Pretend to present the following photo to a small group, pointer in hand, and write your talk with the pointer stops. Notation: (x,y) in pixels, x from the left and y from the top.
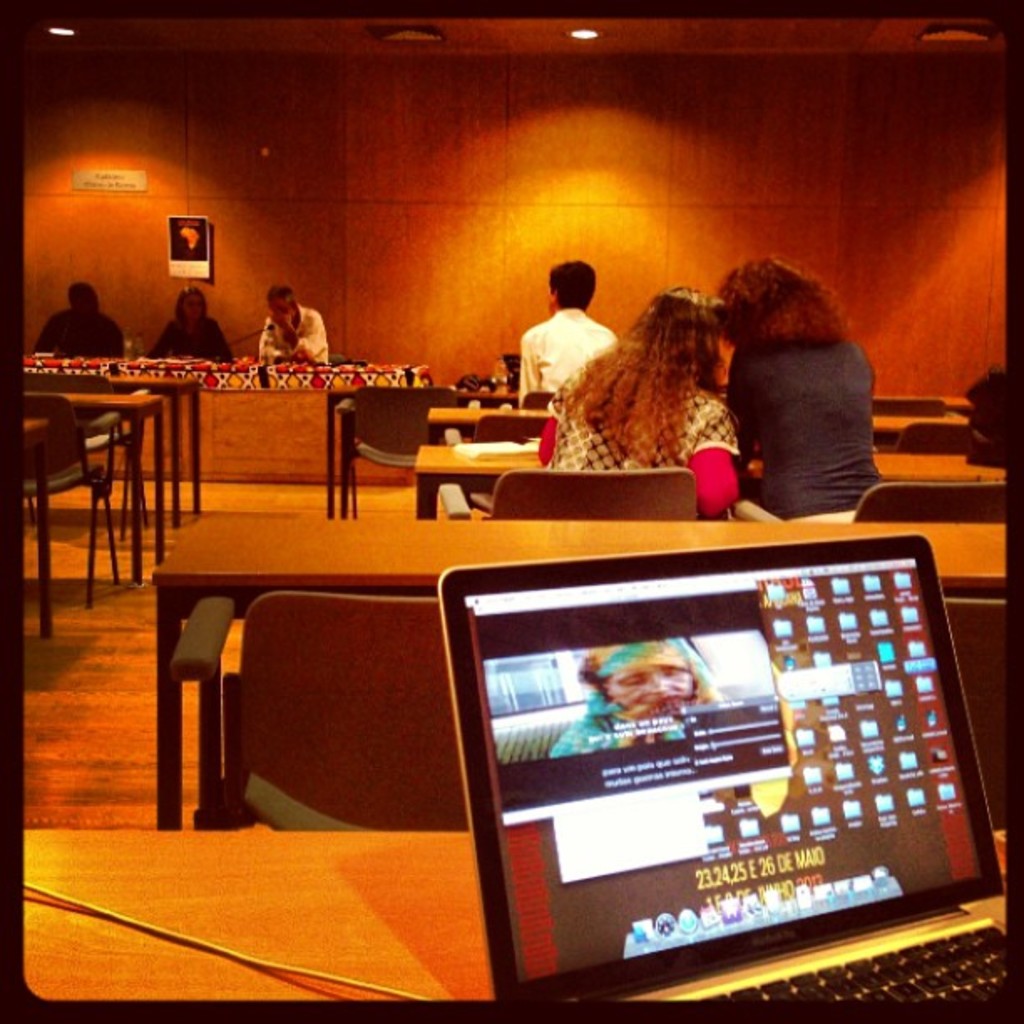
This is the laptop (620,721) placed on the table (342,945). These are the chairs (544,476) on the floor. There are two women (683,414) sitting on the chairs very closely. This is the wooden wall (353,157). This man (571,312) is sitting in front of the two women (780,395). These three people (308,347) are sitting in front of the table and speaking. This is the ceiling (647,29) of the room (692,25).
